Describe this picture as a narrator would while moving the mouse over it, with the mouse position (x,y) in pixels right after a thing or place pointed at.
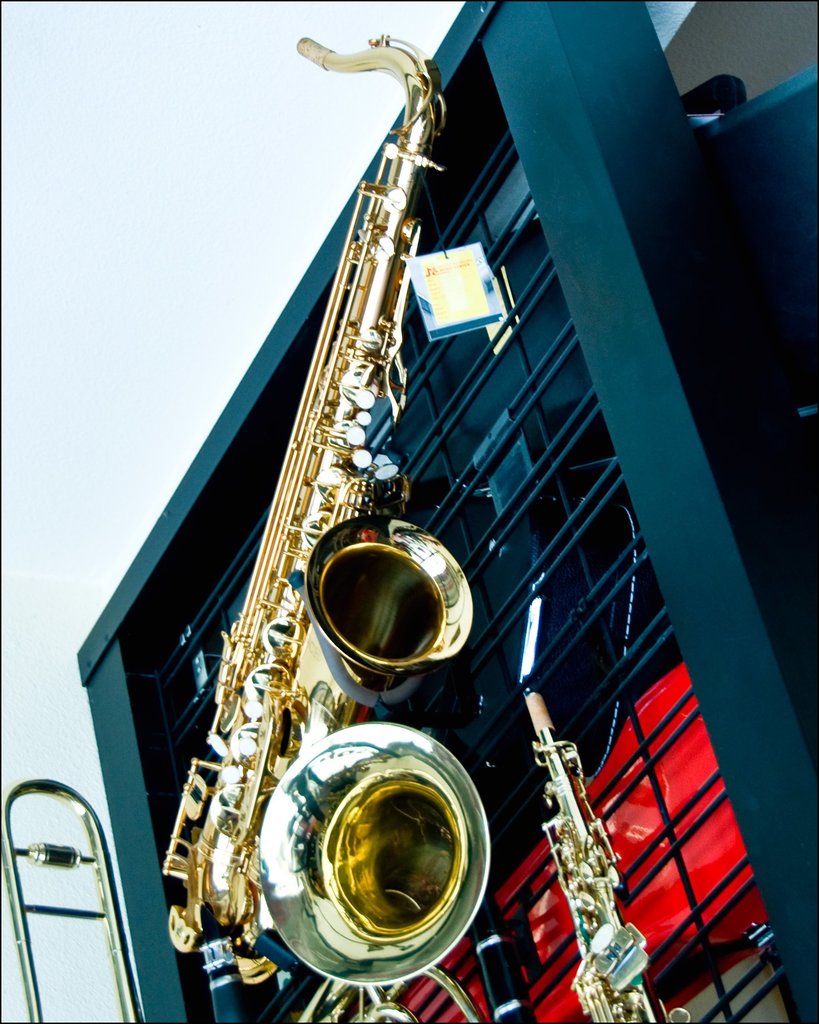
This image consists of a saxophone (269,646). It is placed on something. This looks like a store (39,316).
